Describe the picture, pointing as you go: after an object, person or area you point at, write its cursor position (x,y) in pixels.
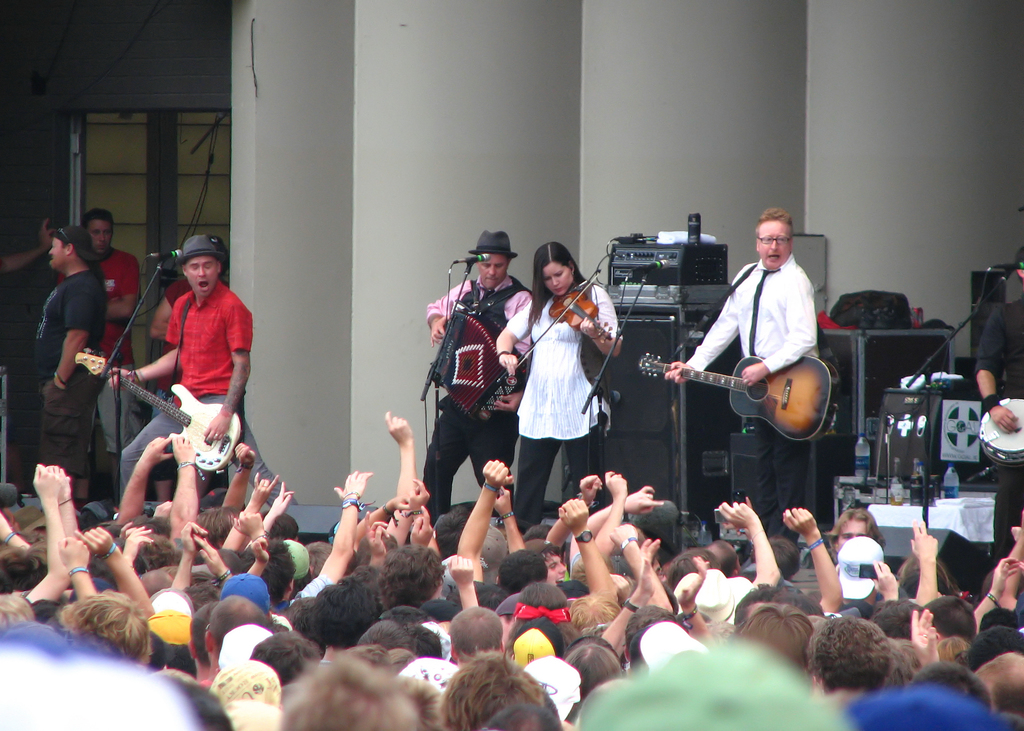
people (210,315) are playing musical instruments (802,389). behind them there are speakers (697,405). in the front (586,580) people (420,600) are watching them.
